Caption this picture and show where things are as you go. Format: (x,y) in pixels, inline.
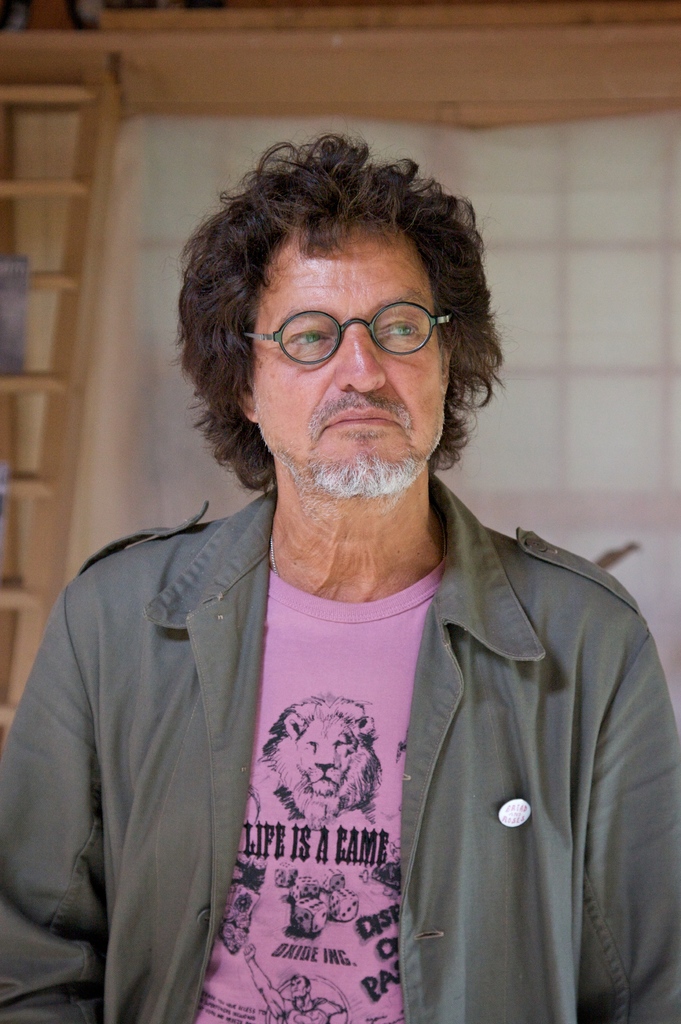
In this picture there is a old man (487,748) wearing grey color jacket (415,801) and pink t-shirt (361,821), looking on the right side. Behind there is a white color curtain (588,303) and brown window (244,66).
